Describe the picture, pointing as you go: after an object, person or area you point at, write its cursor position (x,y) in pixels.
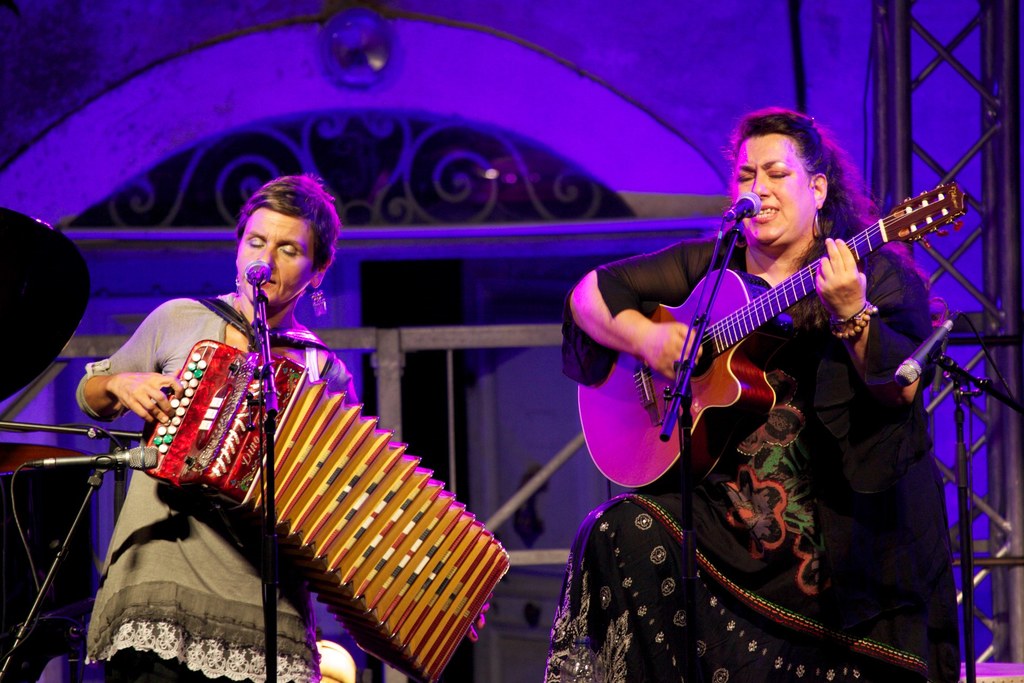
This picture is clicked in a musical concert. Woman (731,579) in black dress (760,467) is holding guitar (659,310) in her hand (842,263) and playing it and she is even singing on microphone (743,212). Beside her, woman (172,366) in grey dress (190,658) is holding musical instrument (279,468) in her hand (166,408) and she is playing it and she is also singing on microphone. Behind them, we see a purple wall (515,353).
